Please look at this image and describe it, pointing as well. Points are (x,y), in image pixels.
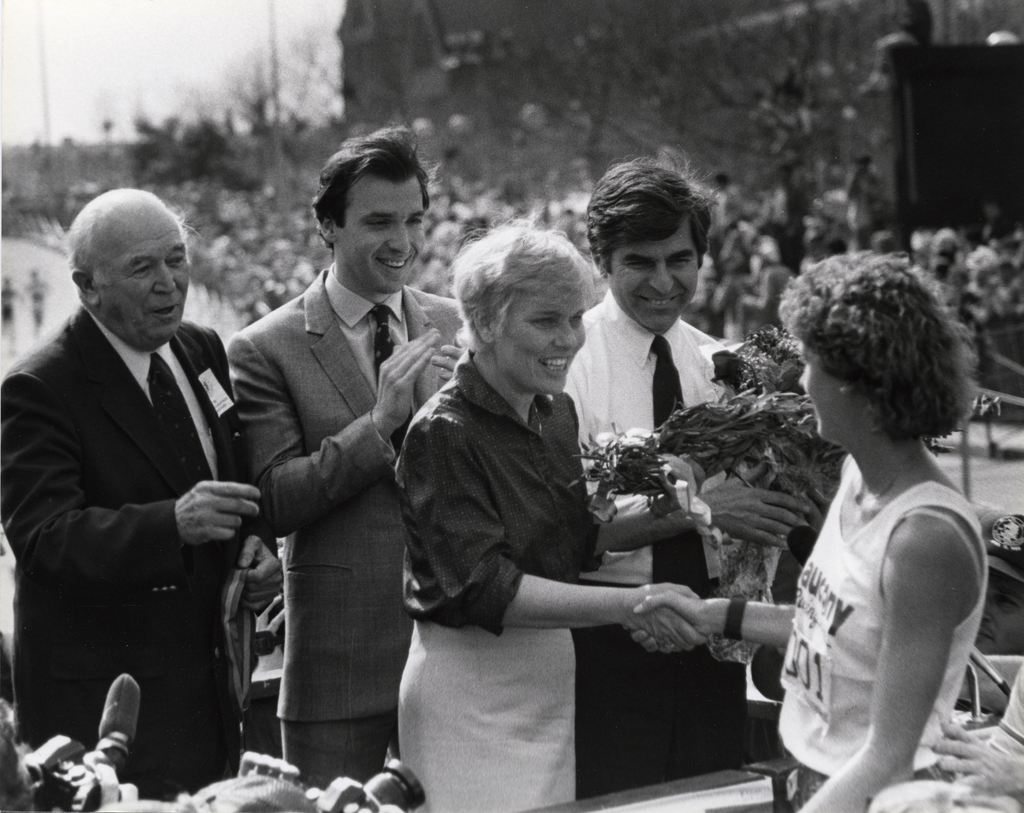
This is a black and white image. In this image we can see people (605,353) and among them two people (877,366) are shaking their hands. In the bottom left corner of the image (71,785) there is a camera (359,802) and microphone (104,752). In the background (716,132) we can see trees (243,136), pole (41,100) and people (34,307).
